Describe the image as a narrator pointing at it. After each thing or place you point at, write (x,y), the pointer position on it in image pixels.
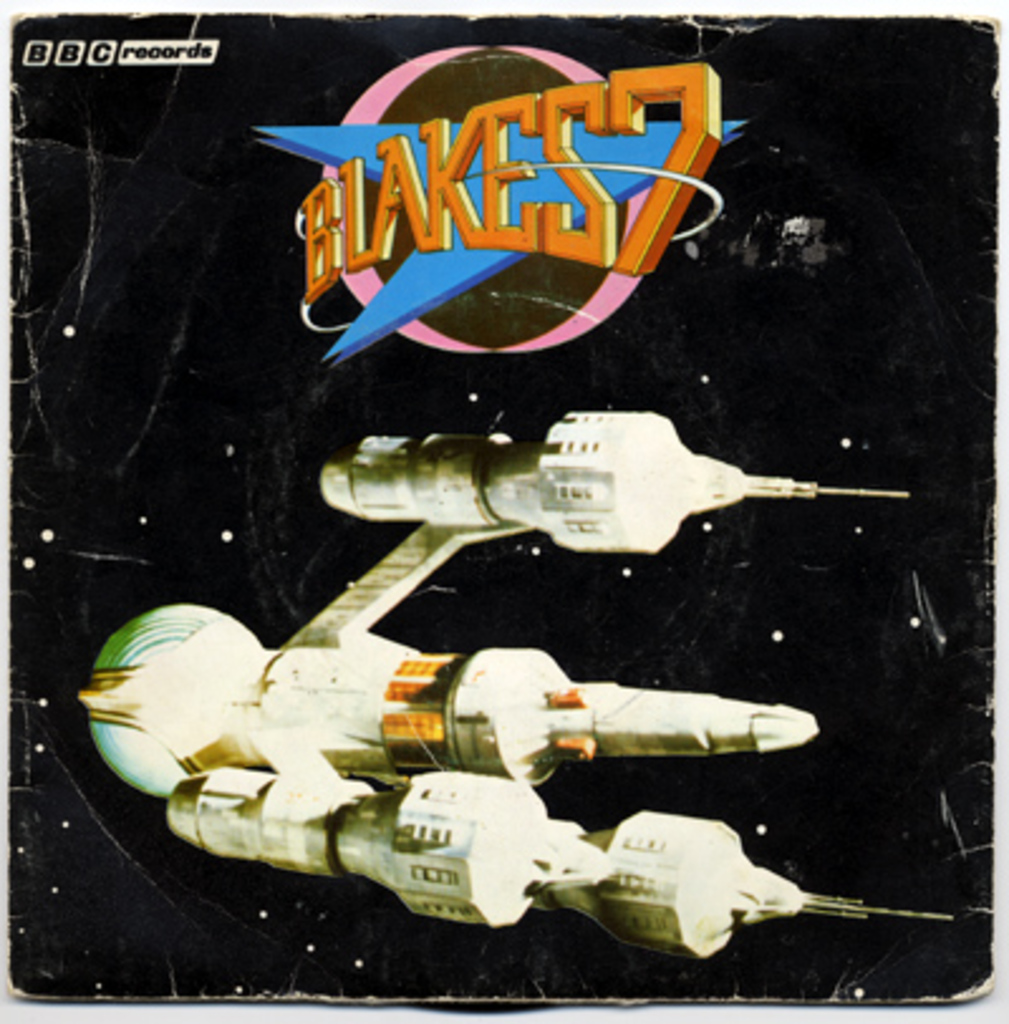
We can see poster (426,88), on this poster (281,86) we can see spaceship (686,941) and some text (456,176).
